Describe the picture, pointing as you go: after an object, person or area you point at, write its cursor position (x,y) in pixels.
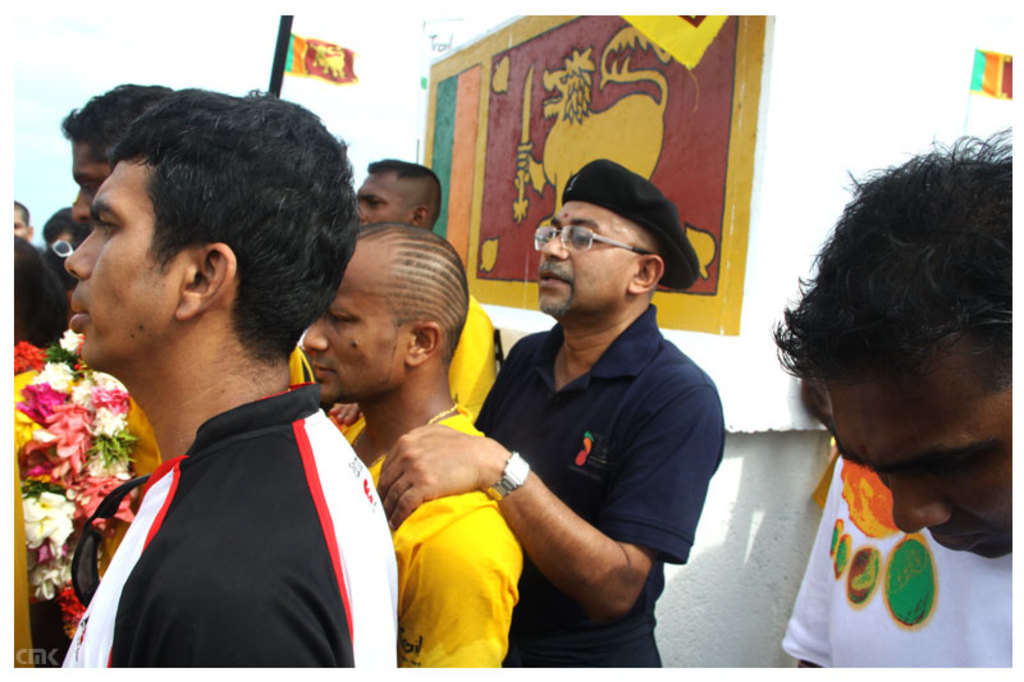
In this image there are people (293,423) standing. To the left (38,466) there are garlands (61,433) on a person (17,451). Behind them there is a wall (784,99). There is painting (530,85) of a flag (611,100) on the wall (604,88). At the top (294,39) there is flag (318,52) to a pole (280,58).
